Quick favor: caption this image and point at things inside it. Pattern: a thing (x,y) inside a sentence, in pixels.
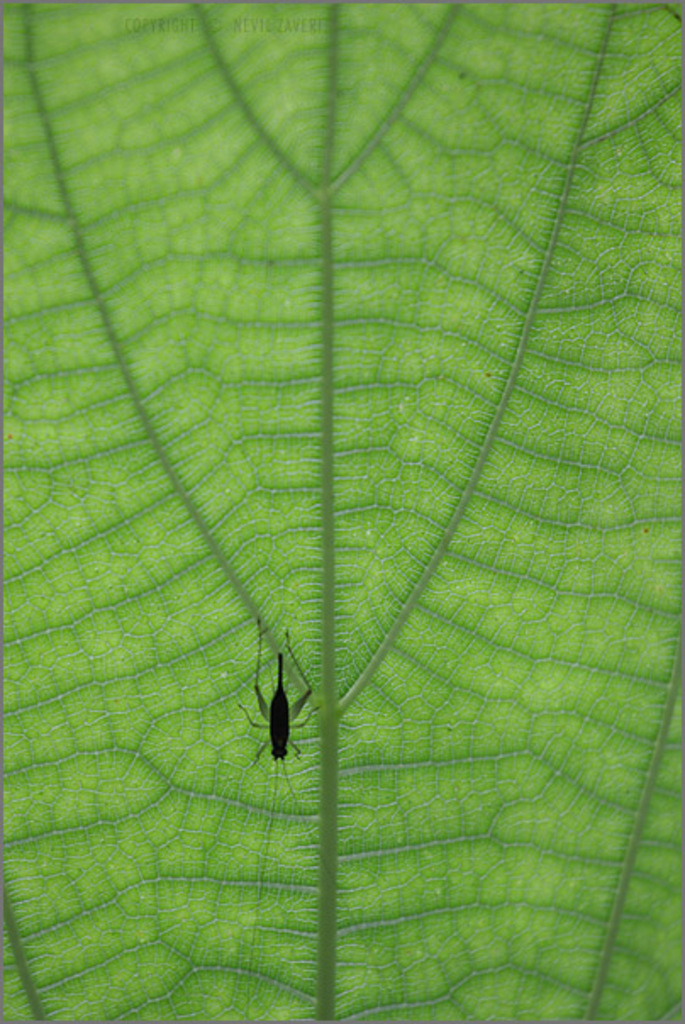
In this picture there is a black color insect (293,699) on the leaf (337,292). At the top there is text (219,19).
